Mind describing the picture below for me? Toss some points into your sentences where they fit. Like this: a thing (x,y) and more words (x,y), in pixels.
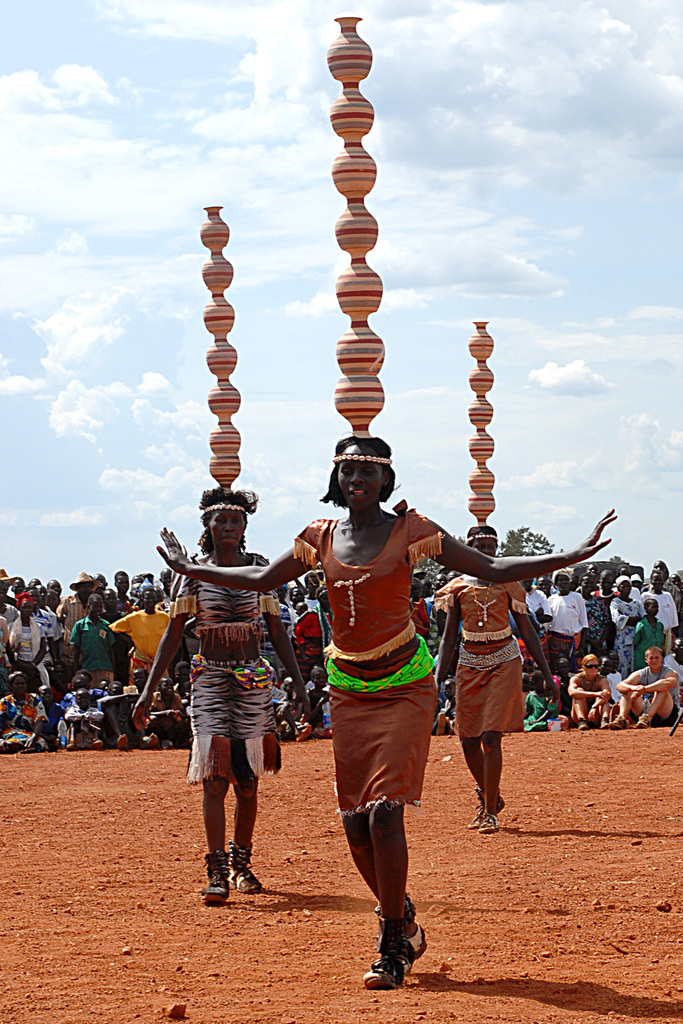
In this image in the center (253,657) there are persons (337,601) standing and performing stunts. In the background (192,626) there are persons (95,627) standing and sitting. There is a tree (535,545) and the sky (502,290) is cloudy.
